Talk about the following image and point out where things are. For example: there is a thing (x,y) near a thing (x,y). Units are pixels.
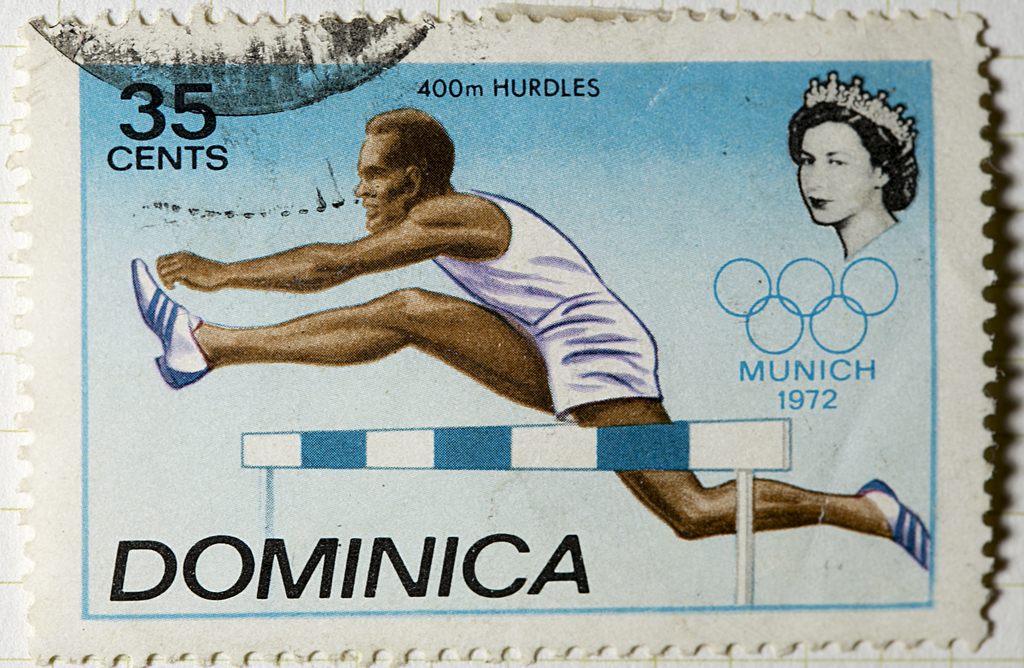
In this picture I can see a stamp (357,185) on which there are depiction pictures (669,509) of a man (422,218) and a woman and I see something is written on it and on the bottom of this stamp (610,503) I can see a hurdle (316,457).
